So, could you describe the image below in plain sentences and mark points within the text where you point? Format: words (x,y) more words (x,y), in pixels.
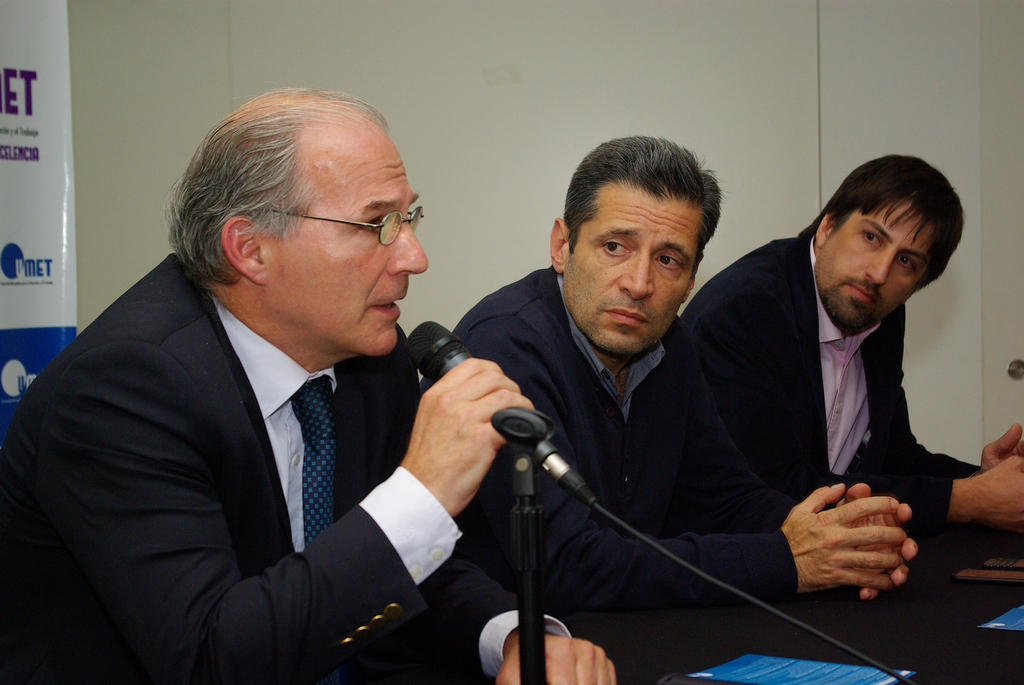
Here we can see three men (627,387). He has spectacles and he is talking on the mike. This is table (909,633). On the table (936,631) there are papers (896,683) and mobiles (994,561). In the background (500,117) we can see a wall (553,62) and a banner (34,189).
